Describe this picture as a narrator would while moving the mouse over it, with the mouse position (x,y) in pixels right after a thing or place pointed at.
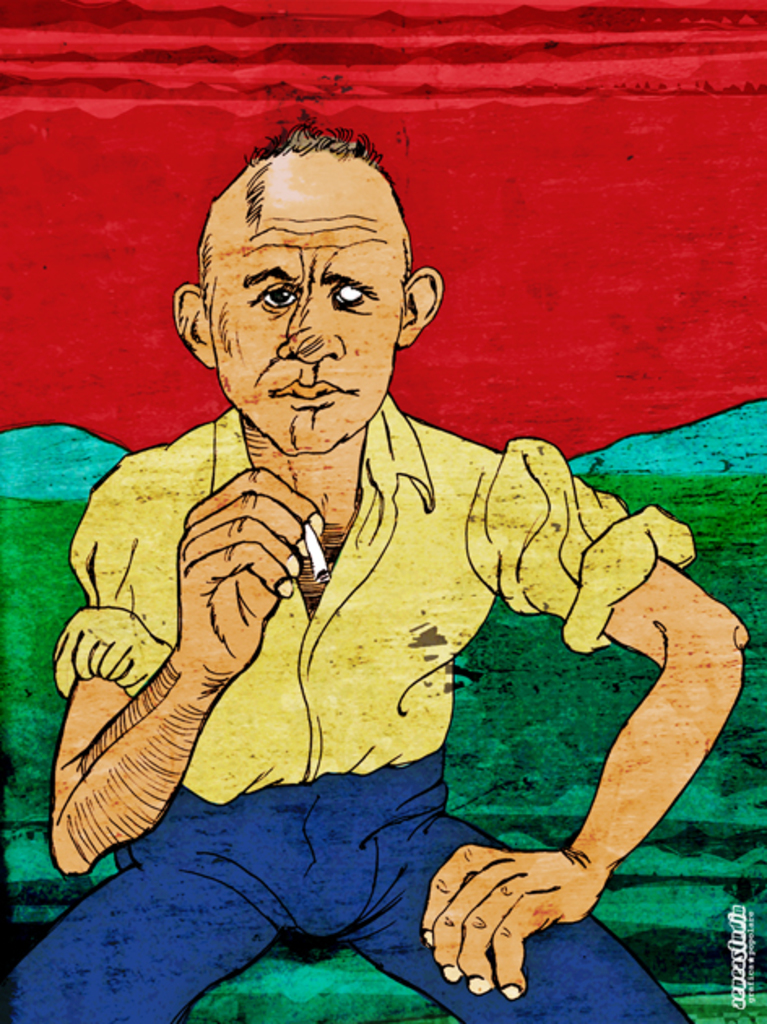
In this image we can see the picture of a man (373,646) sitting holding a cigarette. On the backside (16,496) we can see the hills (600,448).
